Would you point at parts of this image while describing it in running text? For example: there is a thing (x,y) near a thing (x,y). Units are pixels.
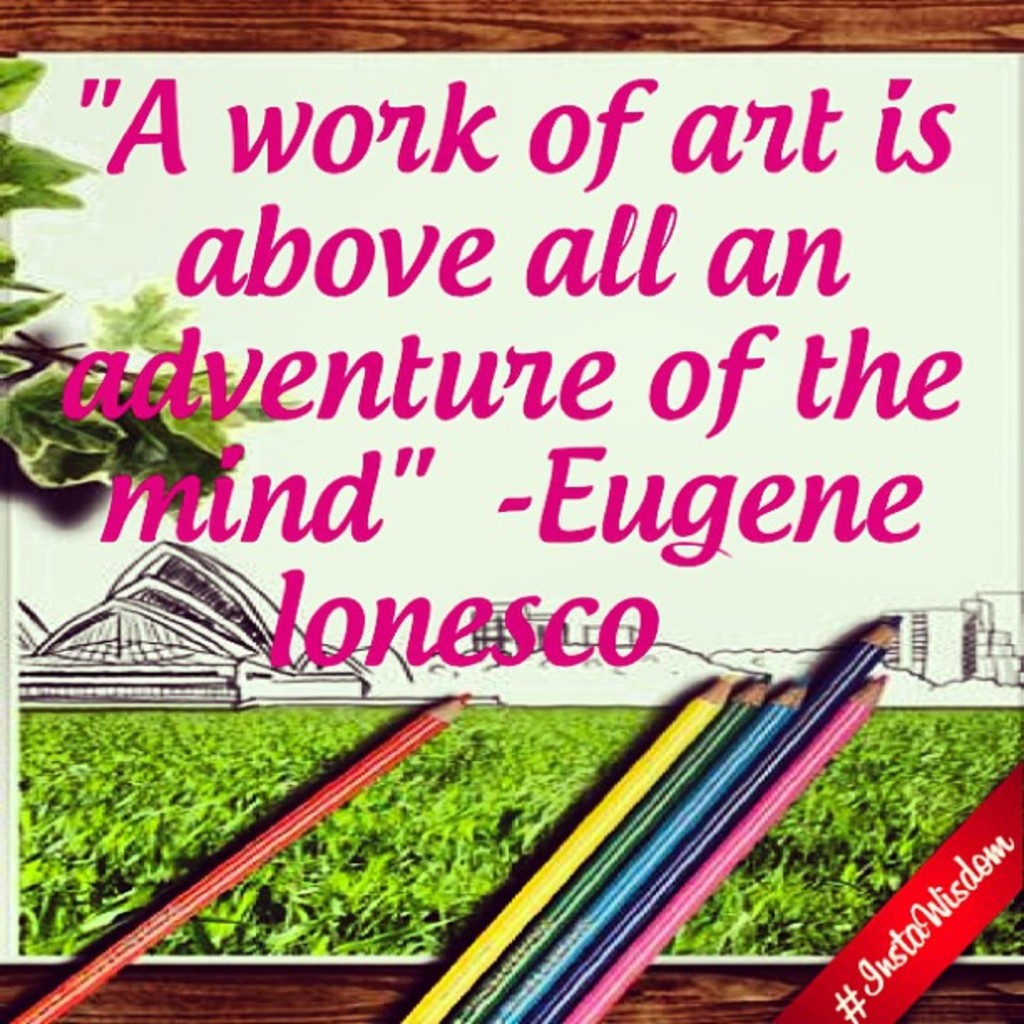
This is an edited image. In this image we can see a paper (550,664) containing the pictures (216,660) of leaves (94,459), buildings (193,693) and some plants (178,787). We can also see some text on it and color pencils (631,868) which are placed aside.
